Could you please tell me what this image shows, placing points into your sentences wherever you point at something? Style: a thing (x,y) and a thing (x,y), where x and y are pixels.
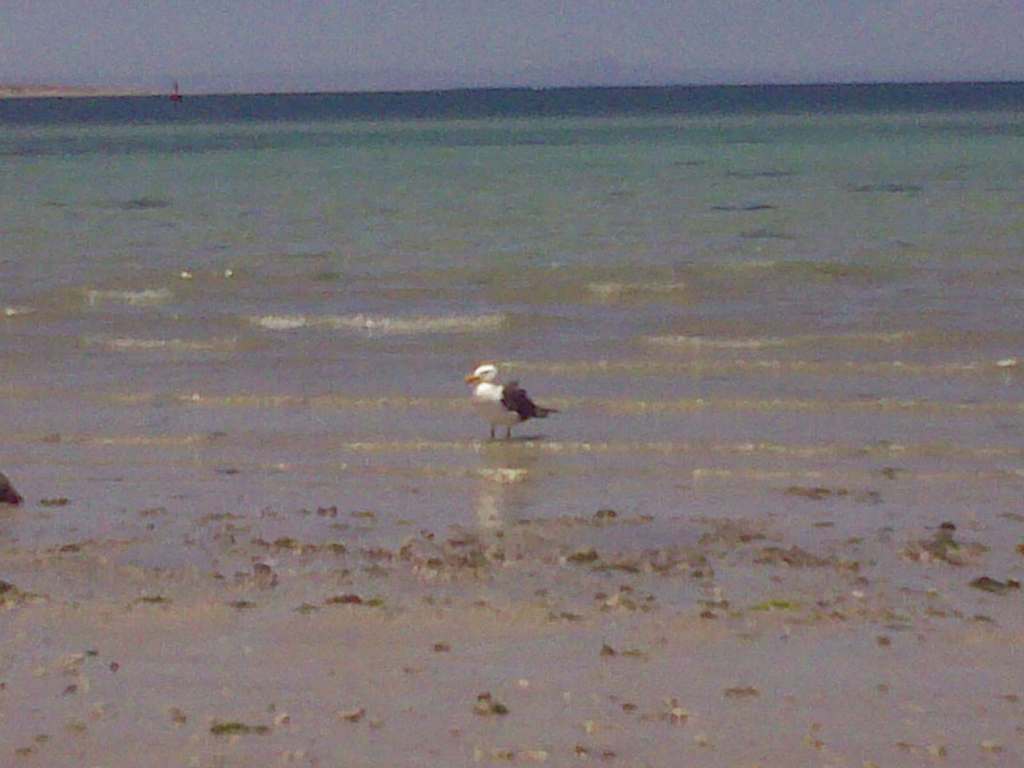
In this image, we can see a seagull (482,396) near the seashore (523,449). Here we can see a mud (486,736). Top of the image (572,206), there is a sea (571,141) and sky (603,59) we can see.
